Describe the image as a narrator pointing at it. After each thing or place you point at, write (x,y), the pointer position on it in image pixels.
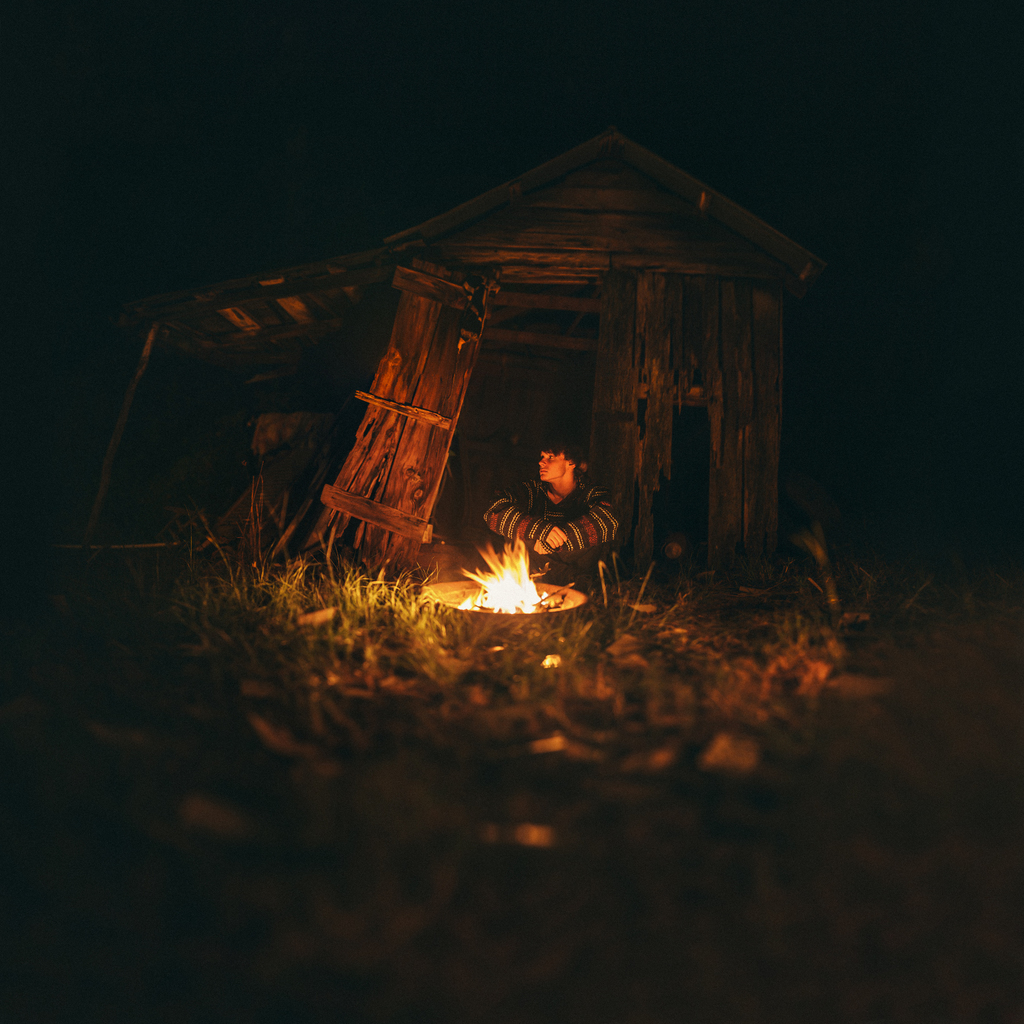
In the picture we can see a person (578,518) sitting on ground (564,641), there is fire (512,600) and in the background of the picture (387,291) there is hut (348,362) and there is dark view.
